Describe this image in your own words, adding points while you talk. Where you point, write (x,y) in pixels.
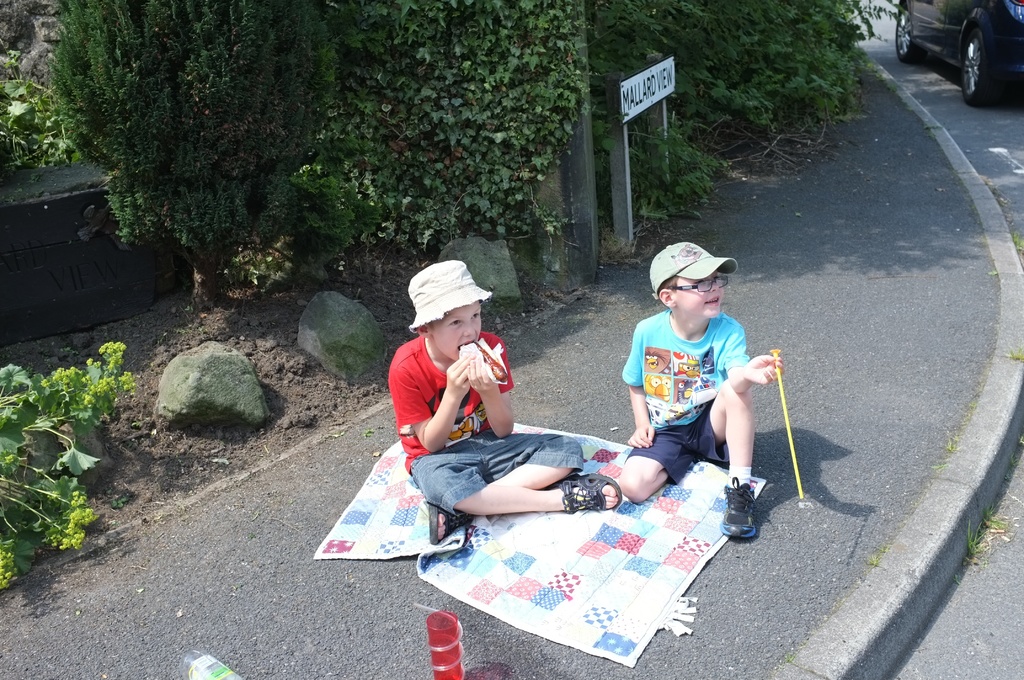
In this image we can see two children (644,332) sitting on a mat (610,559) which is placed on the road (274,577). In that a child (514,465) is holding some food (485,371) and the other is holding a stick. We can also see some bottles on the road (233,665), some stones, a group of plants (222,168), a signboard (628,105) and a car (968,94) parked aside.
